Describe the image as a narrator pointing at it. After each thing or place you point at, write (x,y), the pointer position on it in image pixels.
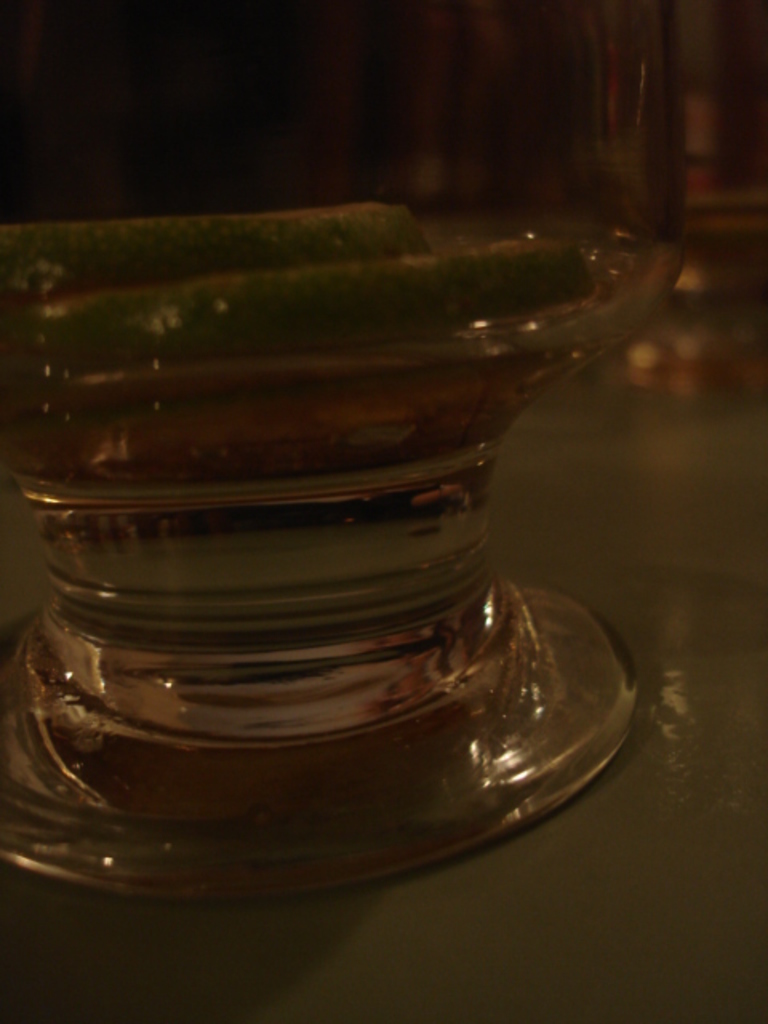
Here in this picture we can see a glass jar (343,329) with something is present in it present on the table (567,497).
